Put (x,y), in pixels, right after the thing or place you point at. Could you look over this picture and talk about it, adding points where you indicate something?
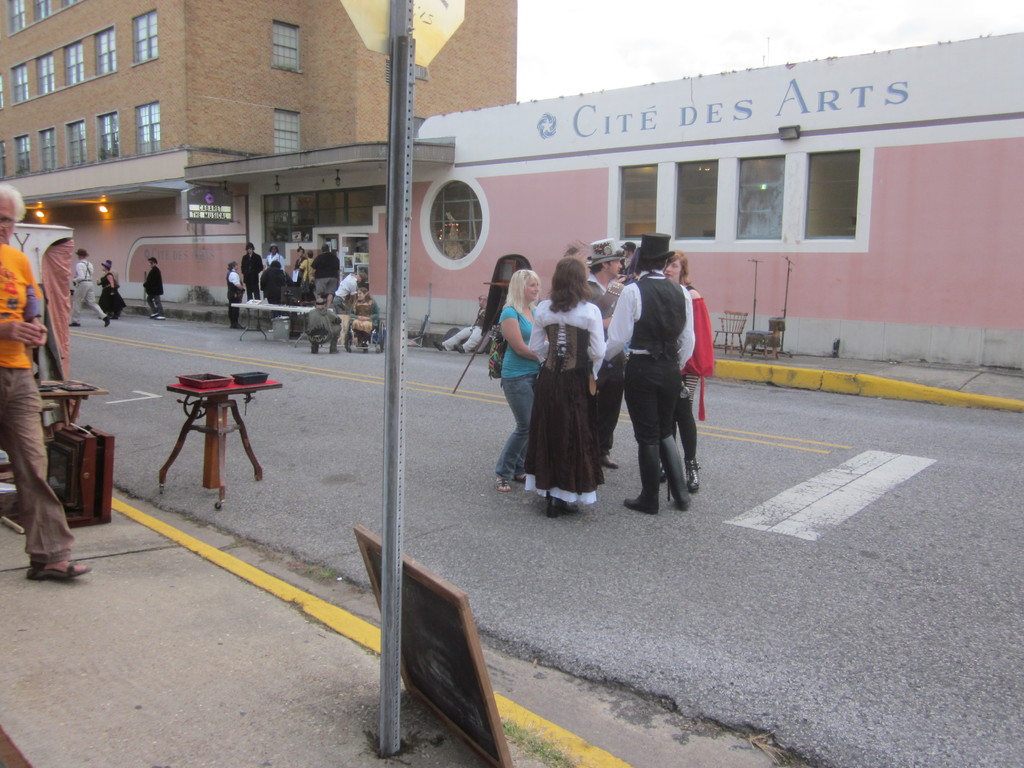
In this image few persons (642,492) are standing on the road (794,568). There is a table (211,447) having few trays (226,380) on it. A person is walking on the pavement (122,575) having few objects (73,408) and banner (52,279) on it. Few persons (153,313) are walking on the road (180,321). Few persons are standing on the pavement (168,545). Few lights (40,204) are attached to the wall (136,226) of the building (556,226). There is a frame (456,695) beside the pole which is on the pavement (277,688).
